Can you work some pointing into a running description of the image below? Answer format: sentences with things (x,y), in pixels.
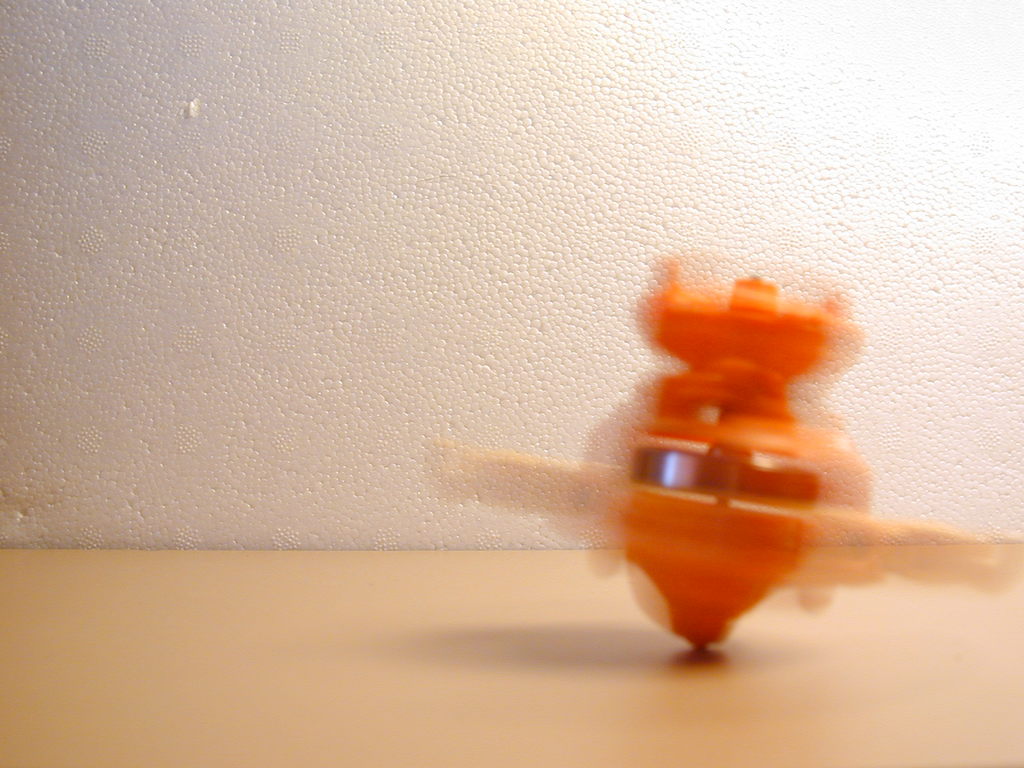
As we can see in the image there is a white color wall (214,158) and table (462,653). On table (462,653) there is orange color top (711,555).
